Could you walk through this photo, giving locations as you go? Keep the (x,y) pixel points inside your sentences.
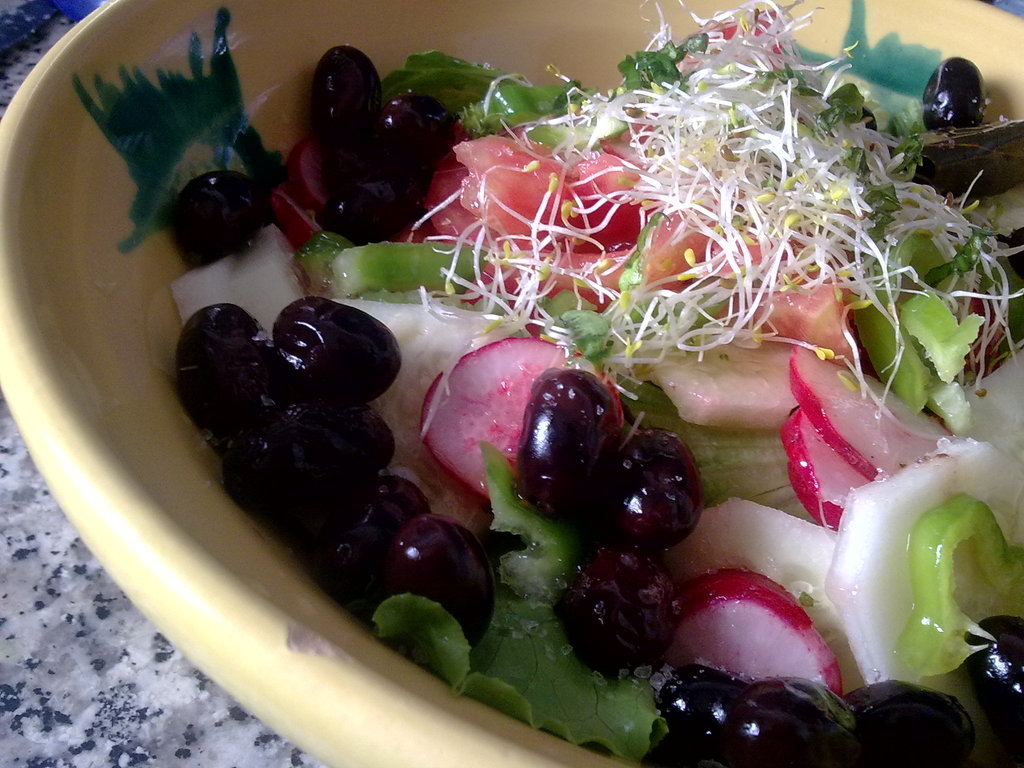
In this image in the foreground (147,452) there is one bowl (301,574), and in the bowl (164,480) there is some salad (452,423) and at the bottom (53,625) there is a table (121,657).
